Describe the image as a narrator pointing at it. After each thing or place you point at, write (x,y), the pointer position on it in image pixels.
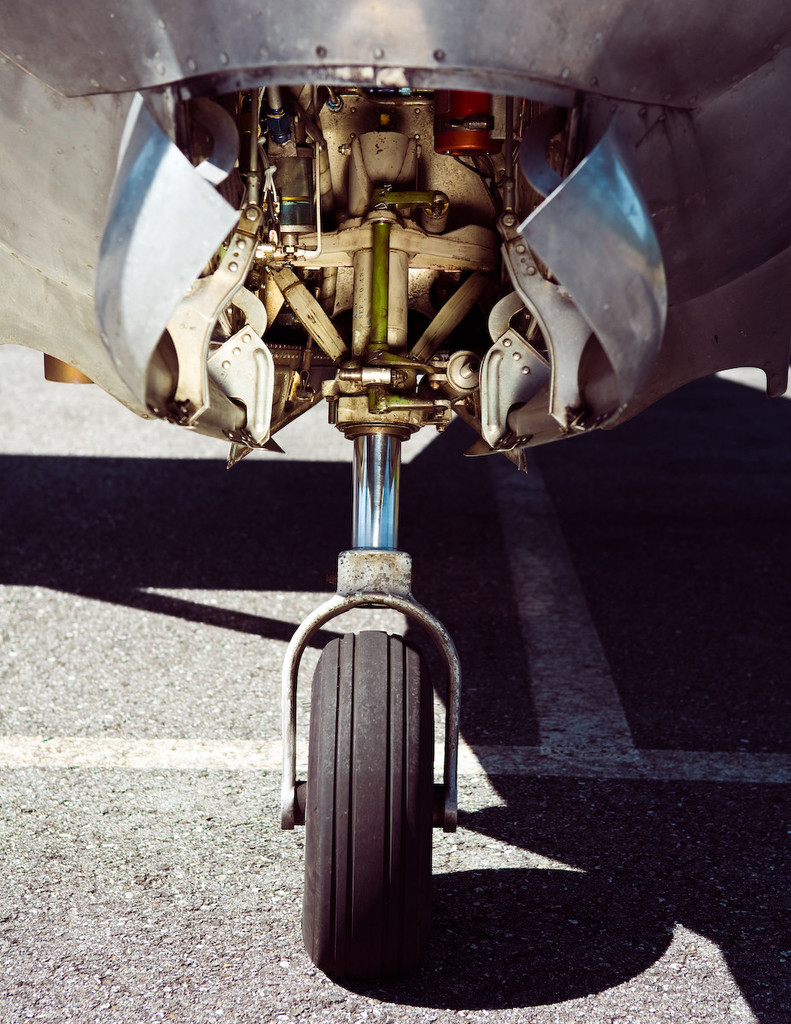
In this image we can see a tire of a vehicle (185,306).
